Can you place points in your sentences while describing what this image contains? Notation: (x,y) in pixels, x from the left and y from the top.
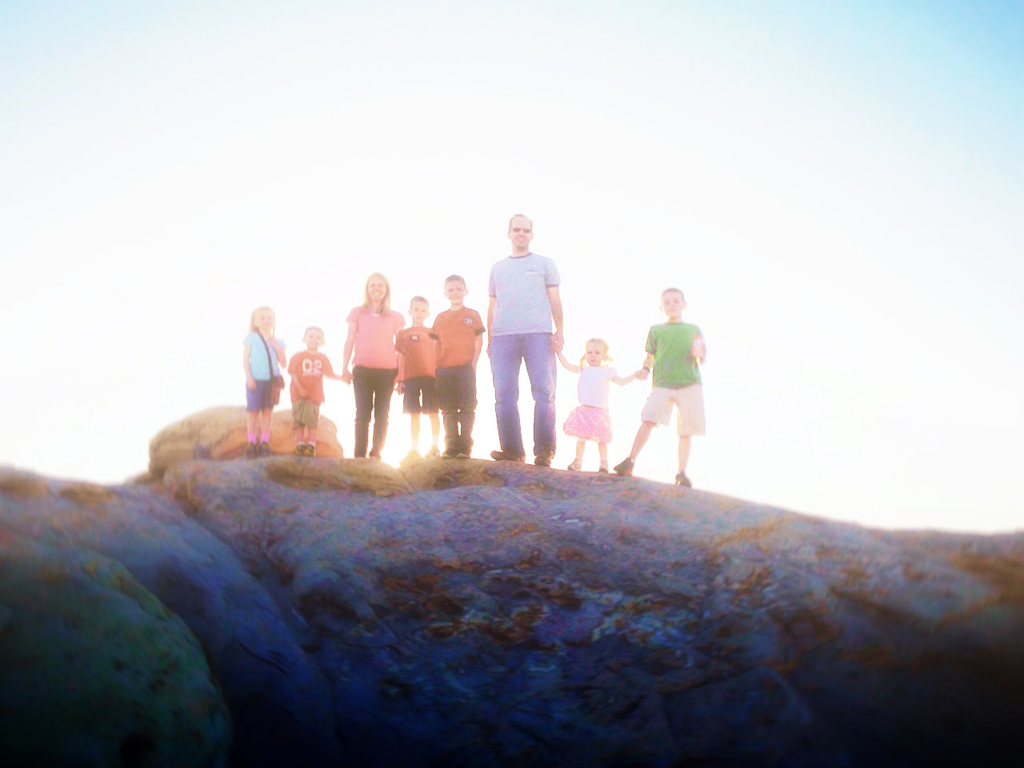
In this image there are rocks (755,529), on that rocks (323,443) people (601,397) are standing, in the background (617,397) there is the sky (713,272).
